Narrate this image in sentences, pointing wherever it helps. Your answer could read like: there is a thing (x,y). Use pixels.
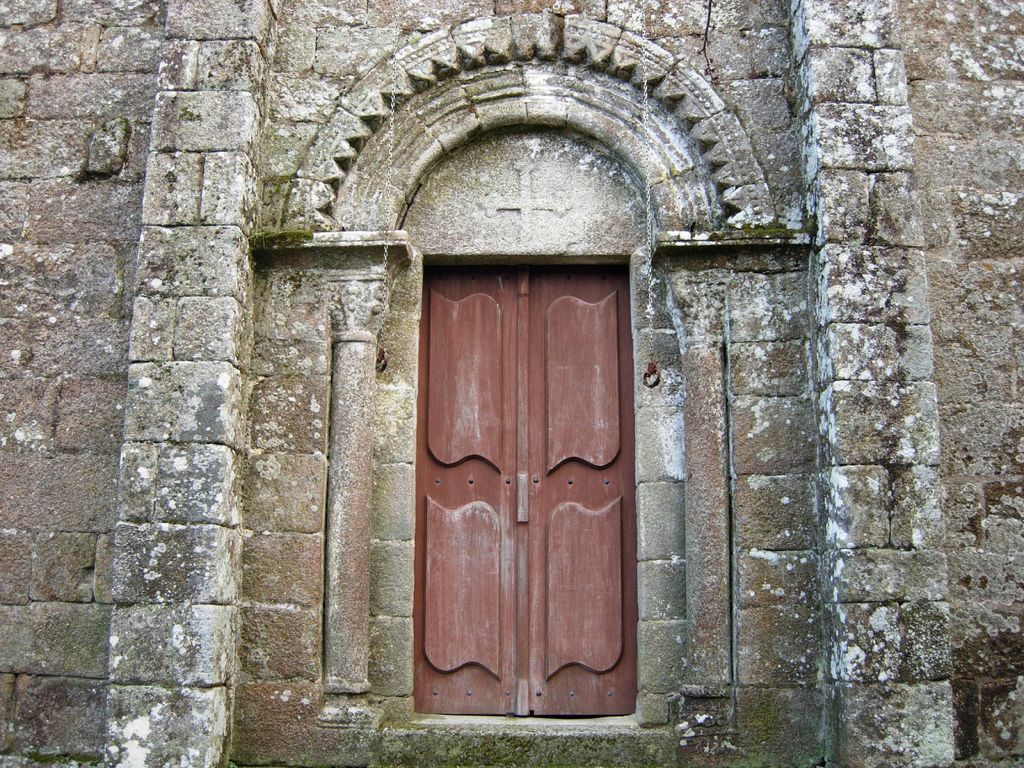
In the image there is a door (577,539) in between the wall (402,568) and there is an arch (336,155) above the door (555,388).
